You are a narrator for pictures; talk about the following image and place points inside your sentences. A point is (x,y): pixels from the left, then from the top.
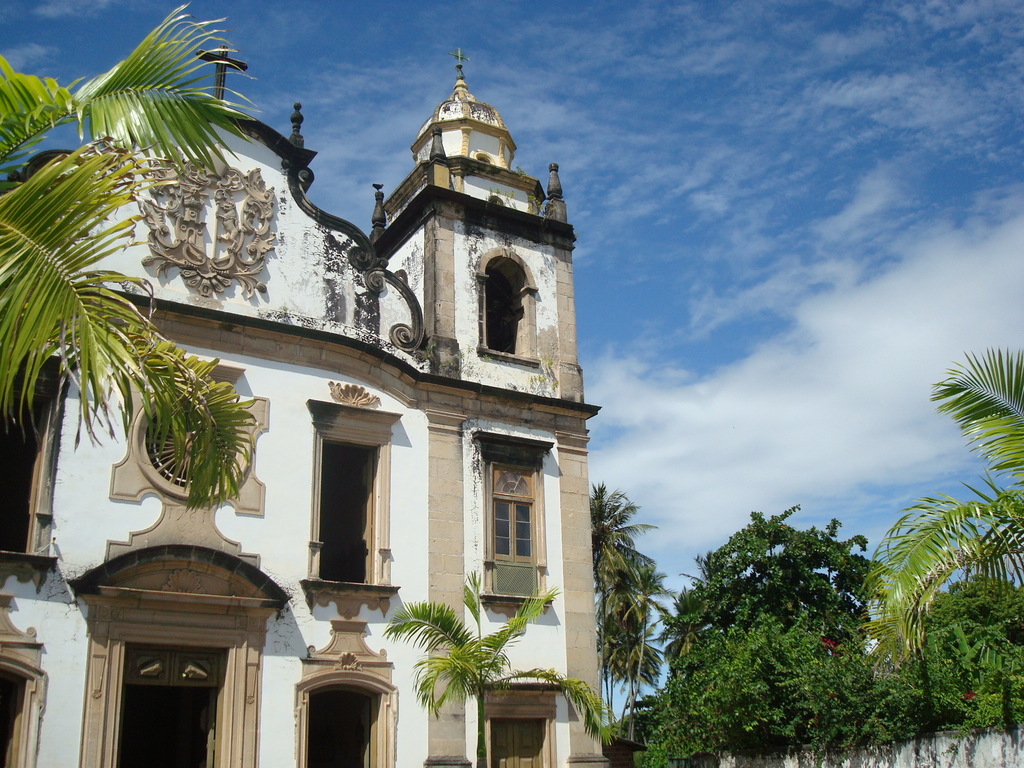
In this picture I can see a building (494,579) and few trees (90,111) and I can see a blue cloudy sky (790,168).
